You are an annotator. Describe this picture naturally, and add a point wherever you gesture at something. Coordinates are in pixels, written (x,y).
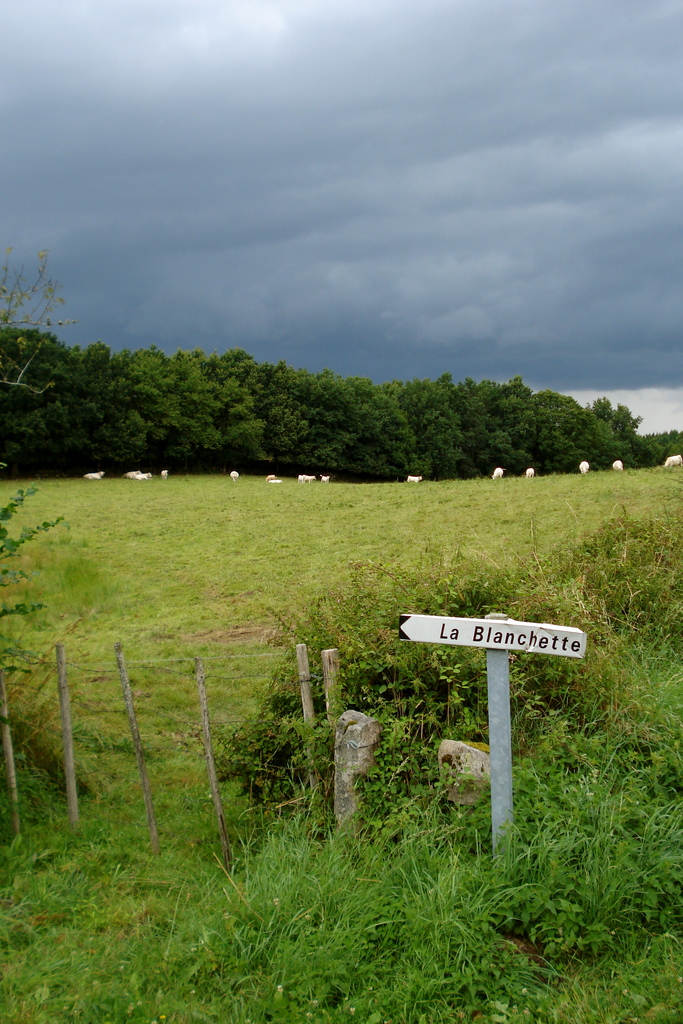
At the bottom of the image (323,857) there is grass (527,891) and a board (474,635). In the background (278,423) there are trees (554,471) and sky (381,184).
